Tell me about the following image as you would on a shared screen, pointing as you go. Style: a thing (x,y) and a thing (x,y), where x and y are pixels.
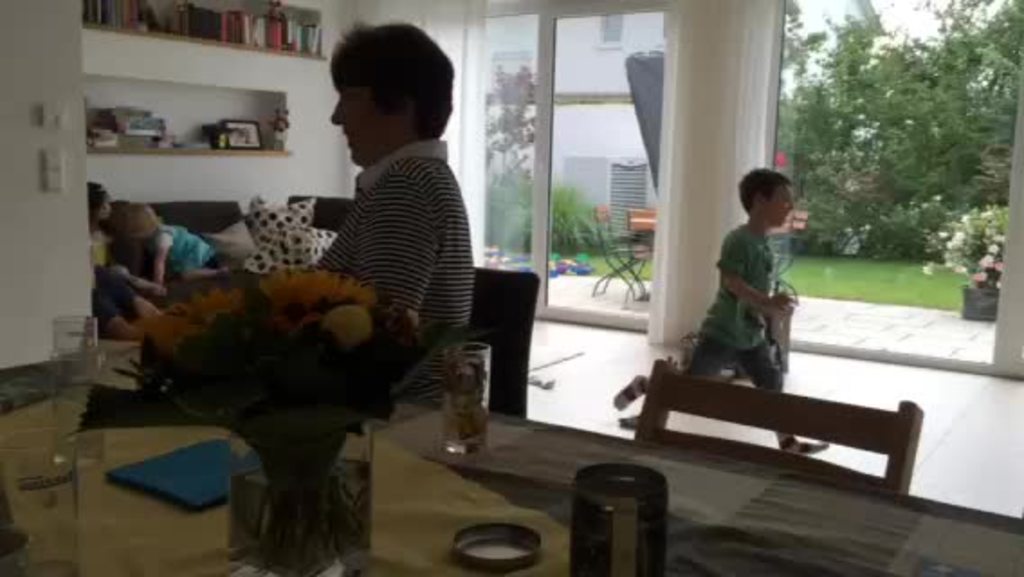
There is a man (463,309) sitting on a chair (502,308). There are many other chairs (657,403), table (389,493). On the table (445,472) there are glasses (75,352), flower vase (300,524), flowers (330,408) and many other items (224,442). In the background (73,126) there is a wall (205,54). On the wall (220,65) there is a cupboard (171,85). Inside cupboard (262,118) there are books (244,34) and photo frame (240,131). and there is a boy (753,307). There are sofa (183,210). On the sofa (225,222) there are pillows (220,241) and some children (186,255) are sitting on sofa (211,208). In the background (616,122) there is building (576,128), trees (957,212), plants (972,250) and grass lawn (881,279).
